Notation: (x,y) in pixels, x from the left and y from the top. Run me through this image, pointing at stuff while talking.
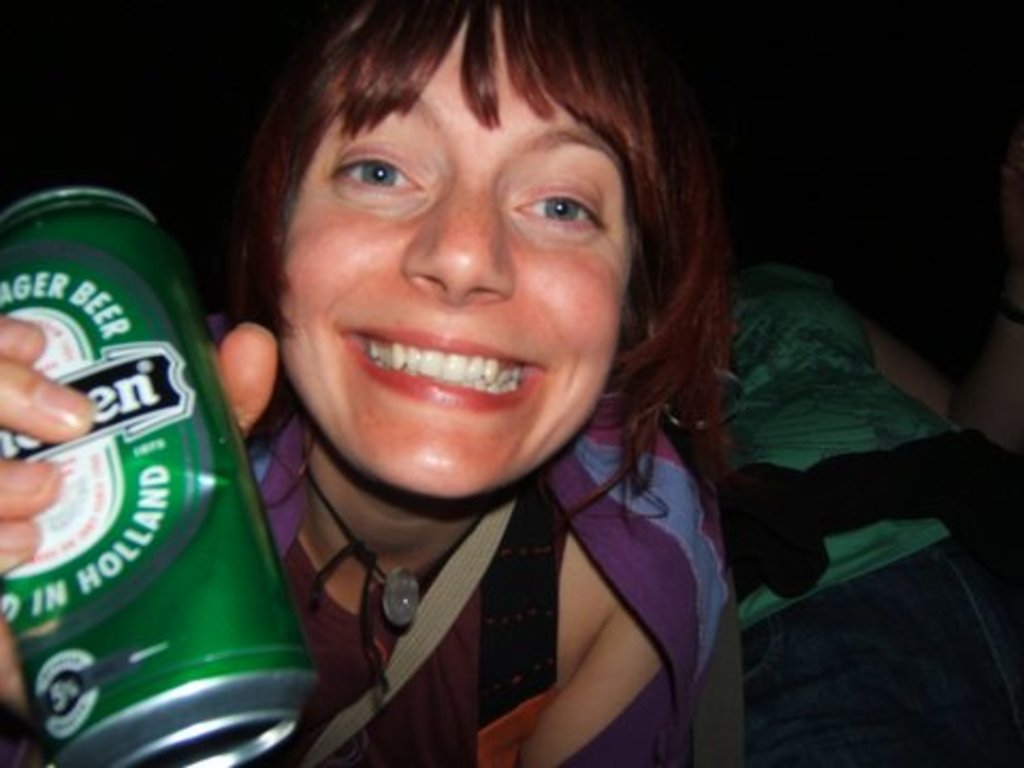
In this image I can see a woman (475,354) who is holding tin can (152,475) in her hand (260,367) and smiling.
